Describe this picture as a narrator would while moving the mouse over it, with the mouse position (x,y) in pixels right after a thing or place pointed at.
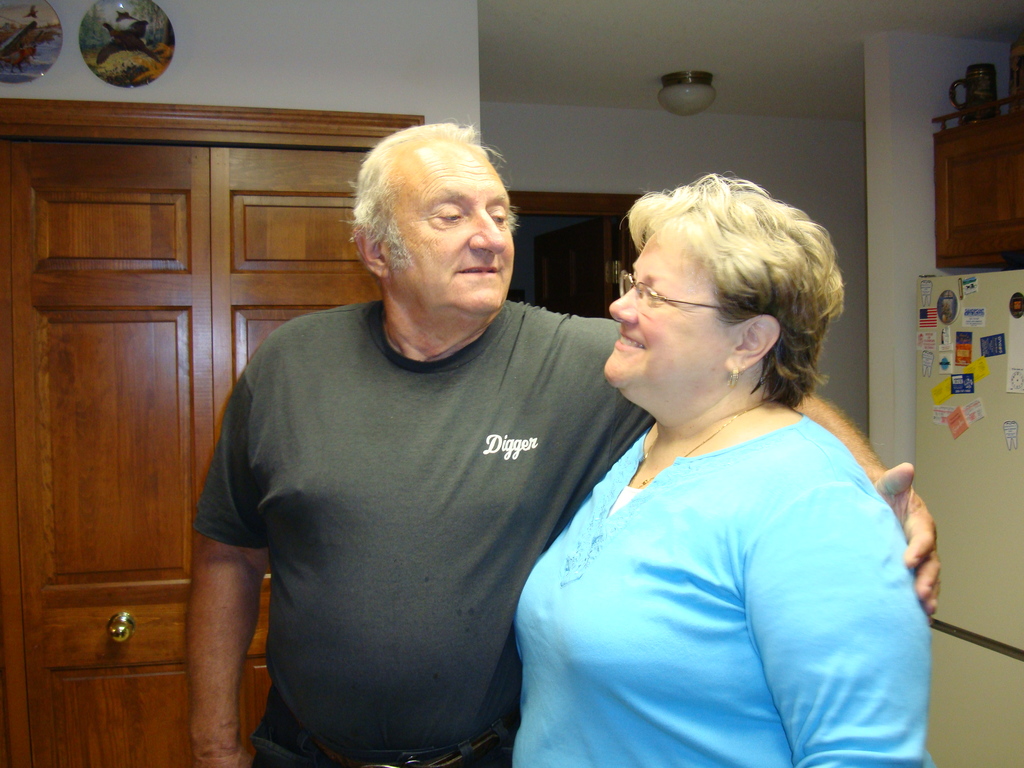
In this picture we can see a man (475,473) and a woman (699,544) are standing, on the left side (109,334) we can see a cupboard (124,327), on the right side (975,540) there is a refrigerator (984,522), we can see some papers (952,319) pasted on the refrigerator (975,531), in the background (632,171) there is a wall (621,149), we can see a light (697,108) at the top of the picture (681,100), there are two plates (86,37) hung on the wall (184,42) at the left top of the picture (133,35).
